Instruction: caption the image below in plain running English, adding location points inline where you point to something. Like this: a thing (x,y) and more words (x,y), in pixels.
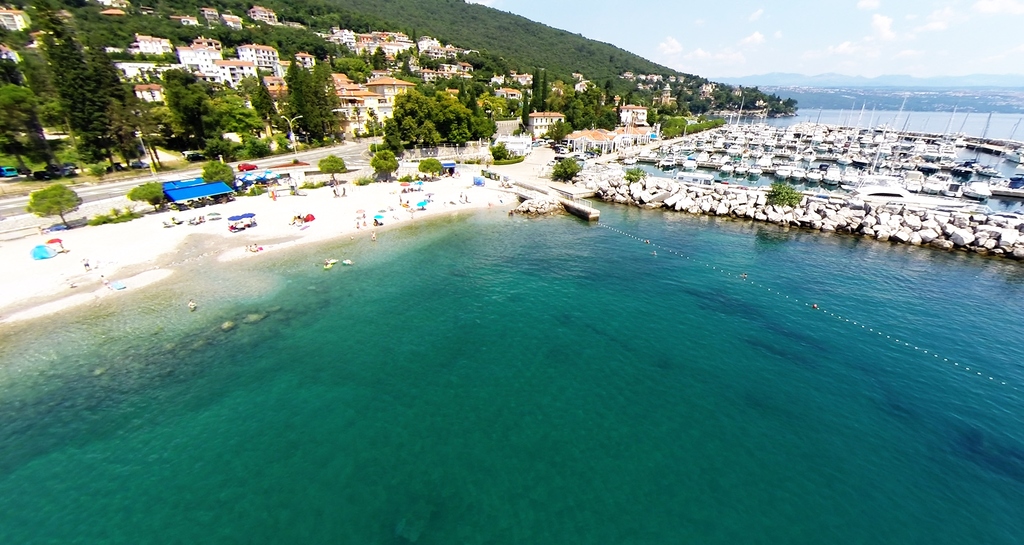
In this image we can see water (514,408), few persons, tents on the sand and there are objects (123,289). In the background (865,134) we can see trees (29,152), stones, ships (894,139) on the water (238,283), poles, road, buildings (374,46), mountains (793,84) and clouds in the sky (722,75).
